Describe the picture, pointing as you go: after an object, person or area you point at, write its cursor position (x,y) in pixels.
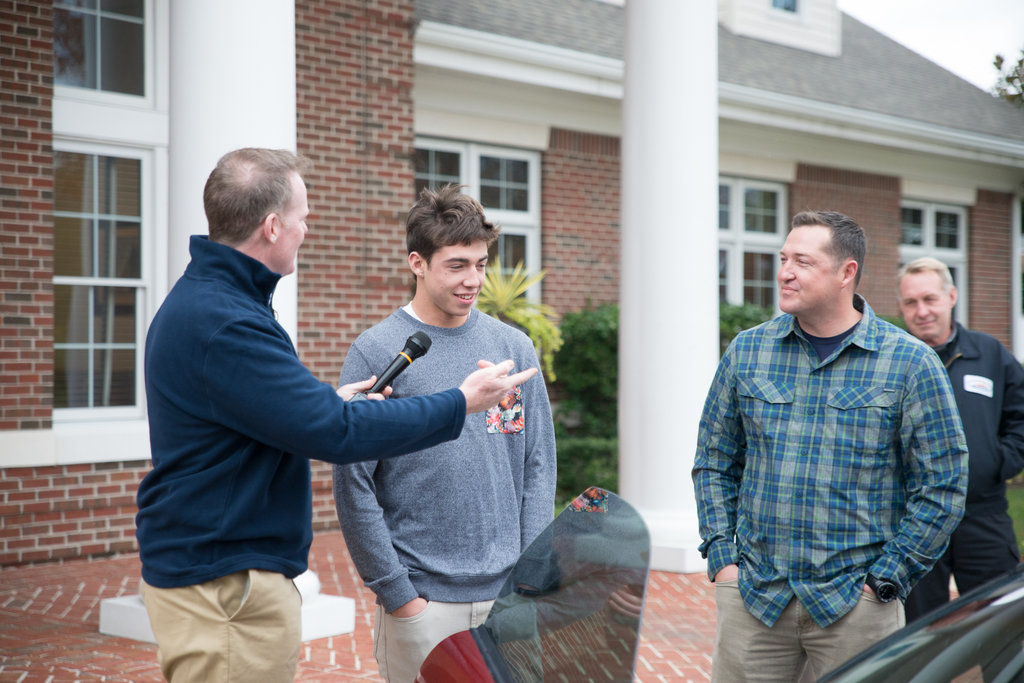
In the center of the image (445,363) we can see a person (420,567) standing on the ground (658,641). On the right side of the image (775,673) we can see two persons (846,502) standing. On the left side (327,449) we can see a person (370,437) standing with a mic (379,388). In the background (82,139) there is a building (625,150), plants (571,343), tree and sky (937,19).
